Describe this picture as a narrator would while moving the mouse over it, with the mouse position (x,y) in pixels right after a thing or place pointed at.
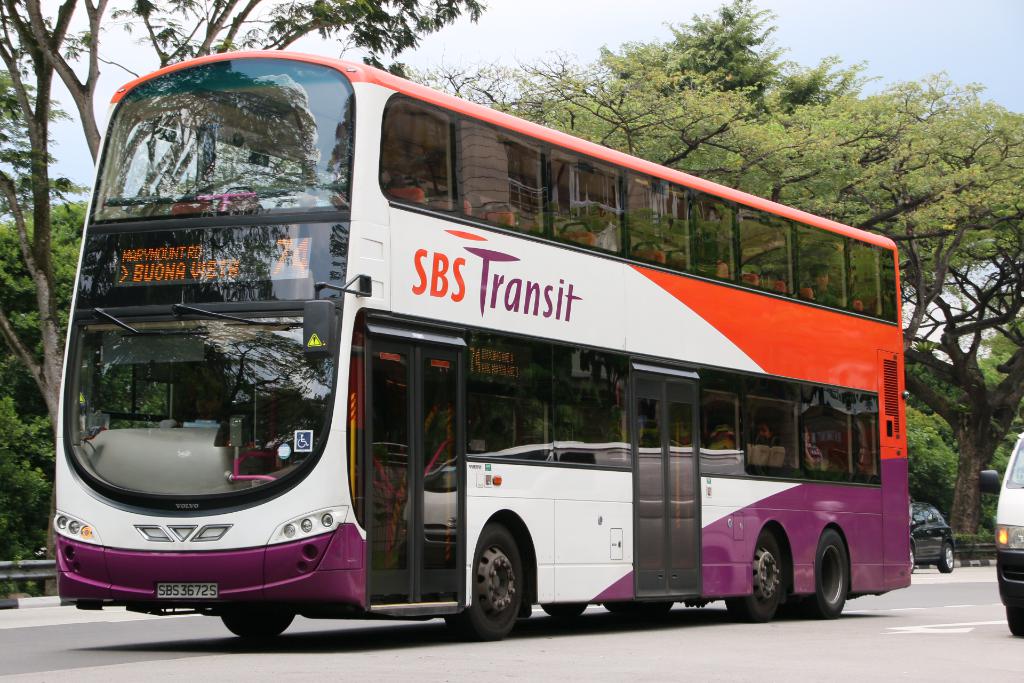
In this image there is a bus (563,434) present on the road (734,626) and there are also two cars (1018,506) visible. In the background (36,302) there are trees (933,176). Sky (948,29) is also visible.
